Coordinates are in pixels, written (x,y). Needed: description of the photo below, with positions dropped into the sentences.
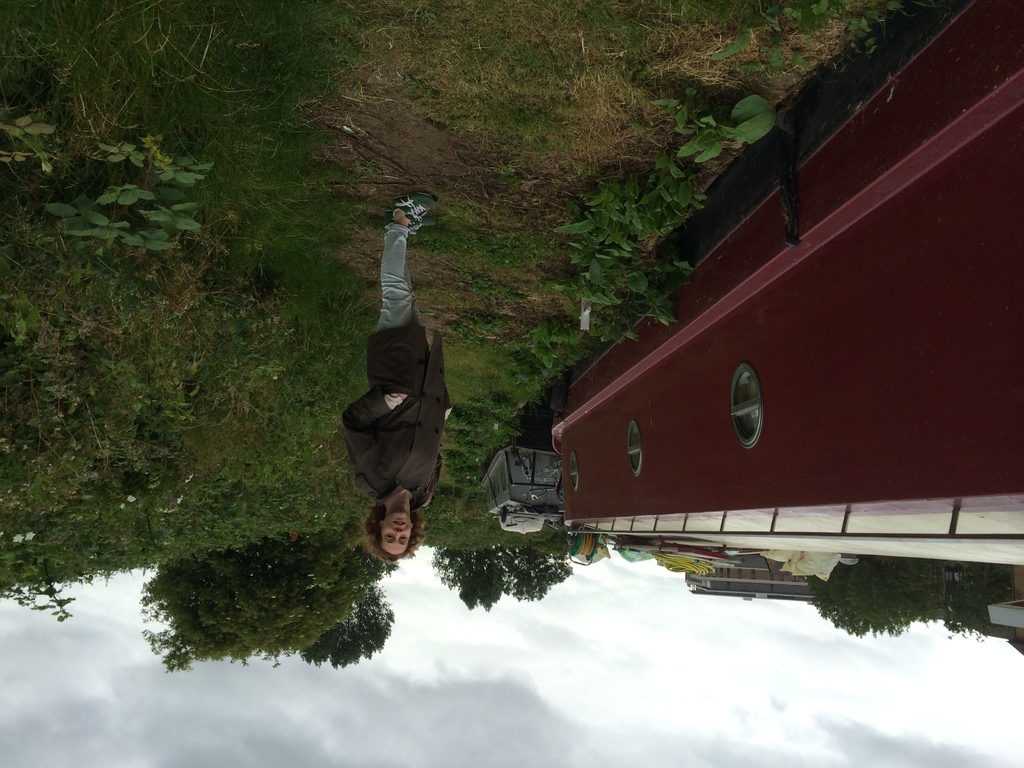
In this image this photo is upside down, there's a girl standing on the ground (466,226).
